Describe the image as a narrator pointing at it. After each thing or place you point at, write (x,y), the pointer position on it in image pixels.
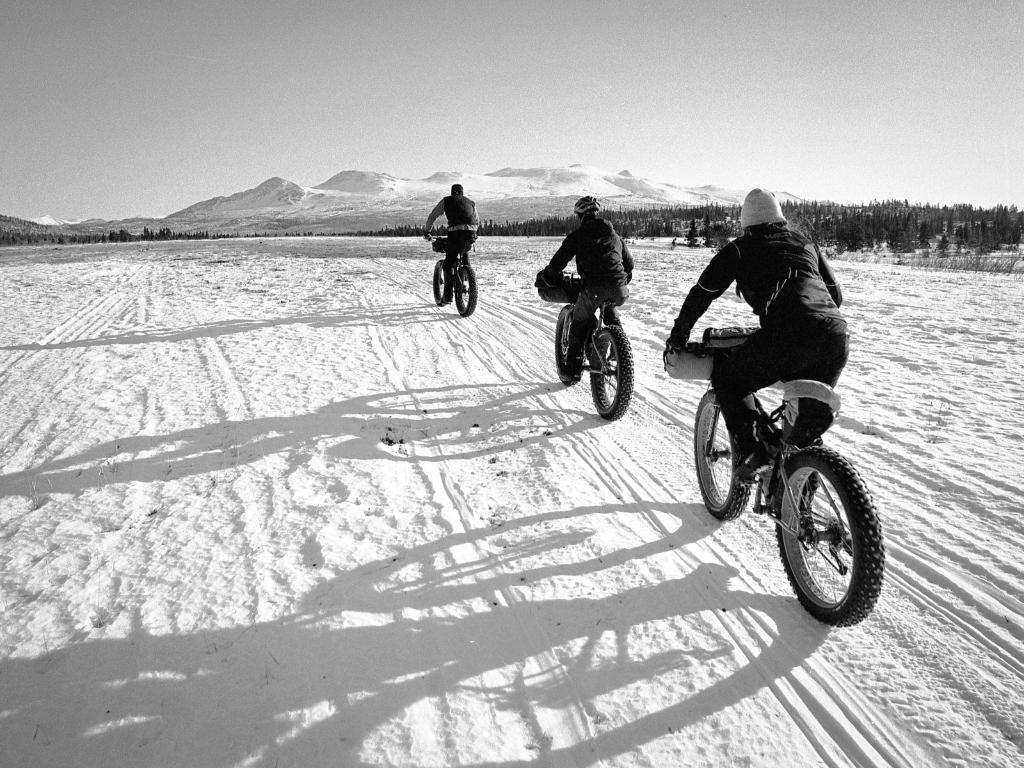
In this image I can see three people (729,374) cycling their cycles (599,330). In the background (604,206) I can see number of trees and mountains (407,189).
